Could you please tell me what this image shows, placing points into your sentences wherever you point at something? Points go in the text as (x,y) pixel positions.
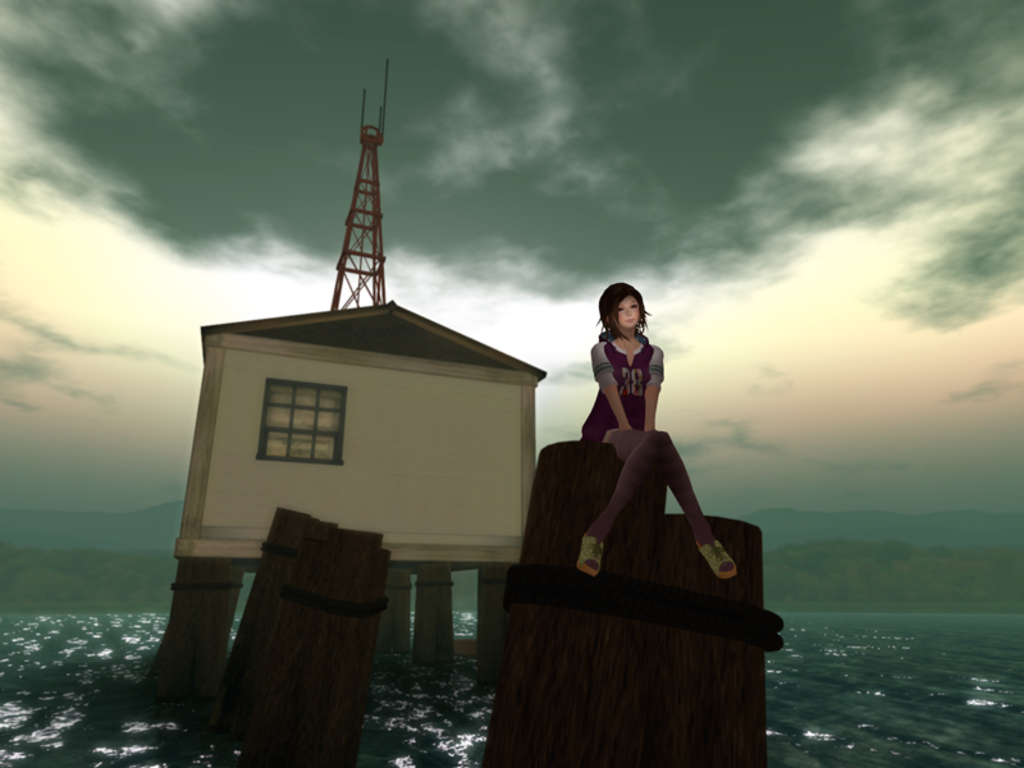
In this image we can see the animated picture. And we can see the person (651,453), house (390,523), wooden logs (334,532) and the tower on the water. And at the back (886,566) we can see there are trees (895,575) and the sky (701,185).
